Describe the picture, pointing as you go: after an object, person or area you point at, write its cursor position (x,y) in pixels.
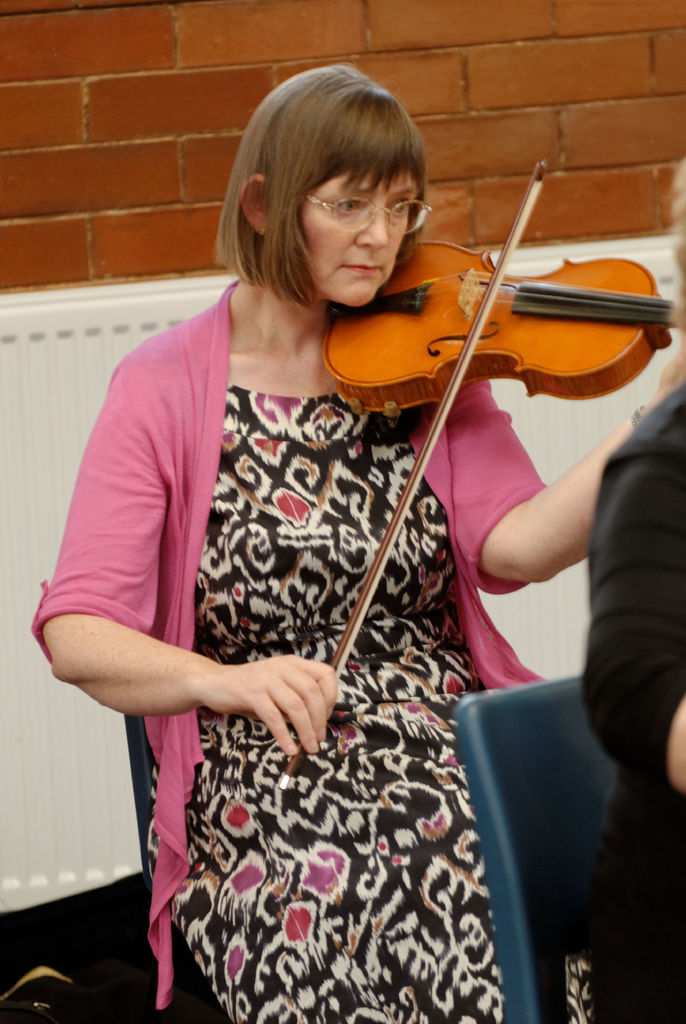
In this image there is a woman (197,374) wearing a pink shrug (192,416), black dress (260,435) and spectacles (350,216). she is playing the violin (616,354). In the right corner (631,509) there is another person (626,458) wearing black dress (629,650). In the background (432,62) there is a brick wall (97,119).
